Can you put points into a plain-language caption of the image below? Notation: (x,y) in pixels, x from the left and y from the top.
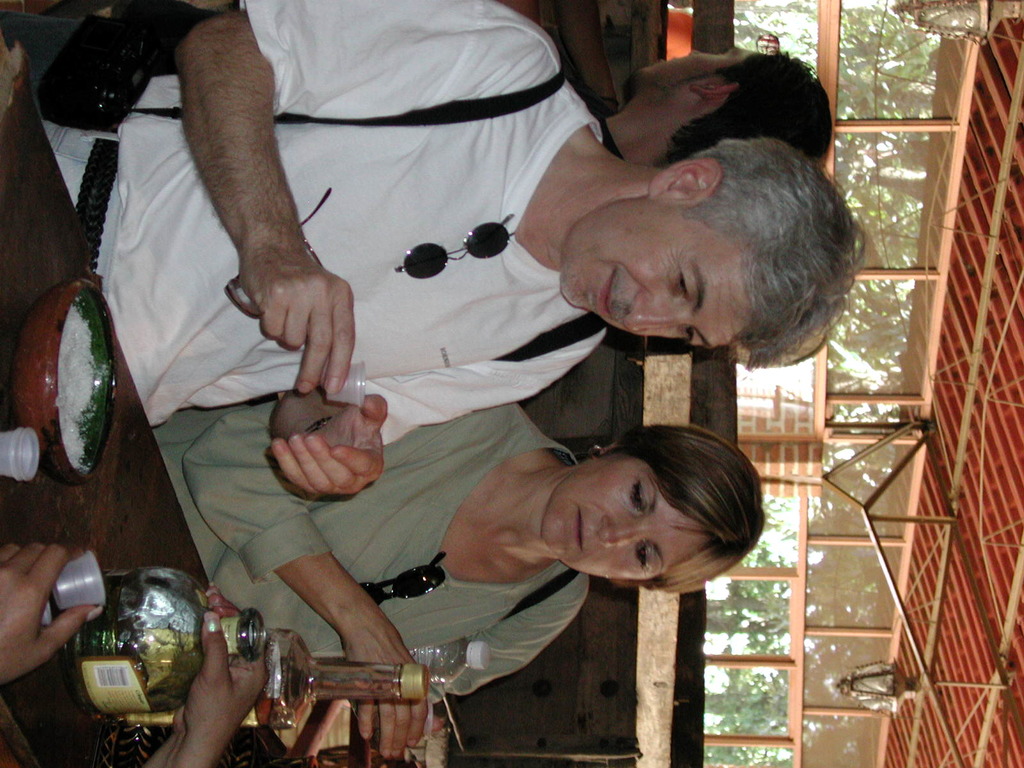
In this image I can see few people (536,132) with different color dresses (372,273). I can see two people (403,386) with goggles (413,583). In-front of these people (223,577) I can see the table (81,521). On the table (72,526) can see the bowl (58,441), bottles (126,693) and these people (21,606) are holding the white color objects (79,590). I can see these people (782,335) are under the shed (656,631). In the background (769,33) I can see many trees (906,318).
